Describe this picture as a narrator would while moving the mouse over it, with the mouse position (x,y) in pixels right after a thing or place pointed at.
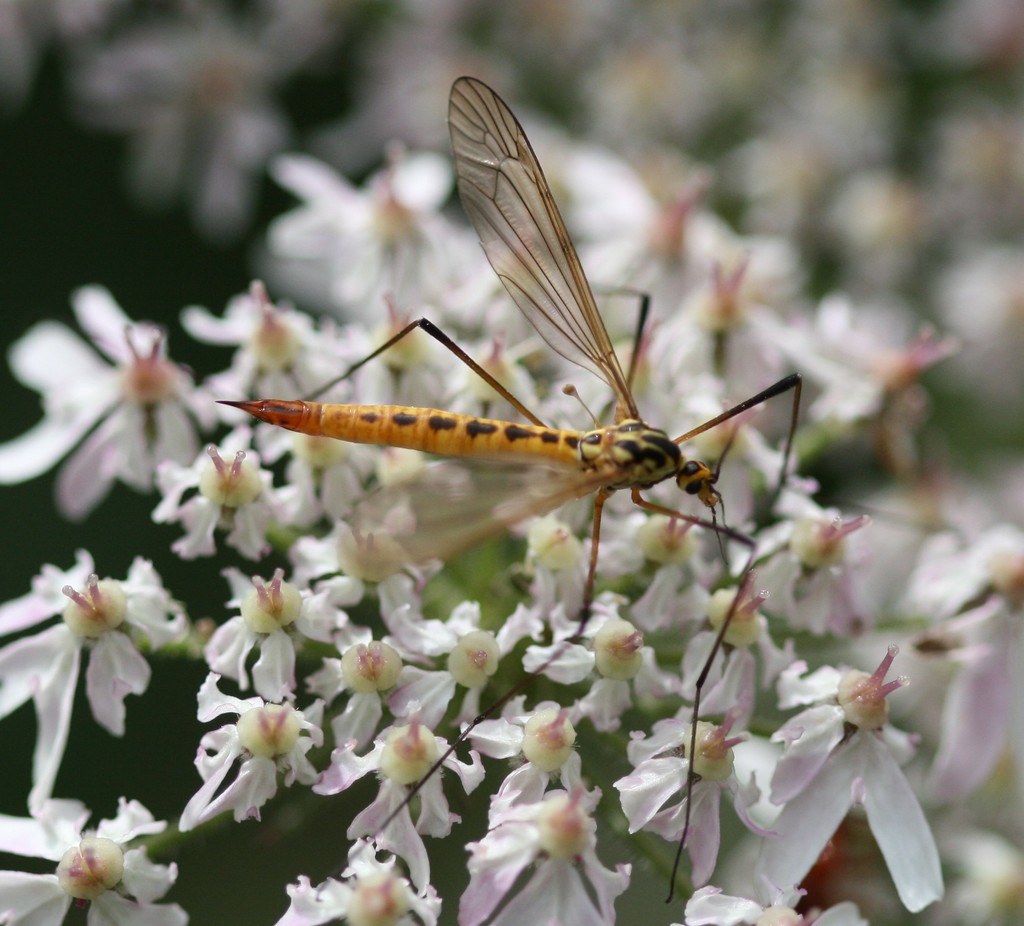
In this picture we can see fly (643,458) on the white color flowers (117,442).
